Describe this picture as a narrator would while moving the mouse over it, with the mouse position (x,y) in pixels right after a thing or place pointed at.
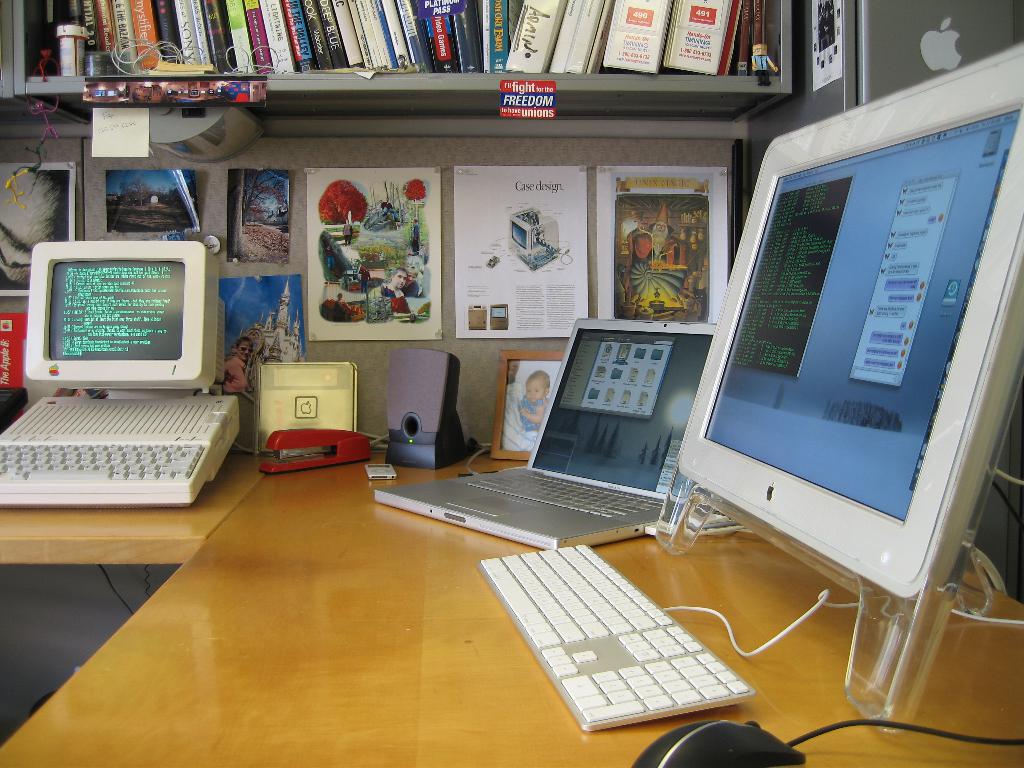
In the picture there is a rack (399,87) full of books (199,12). On the table (633,568) there monitor (791,186), laptop (646,490) and few other things (606,571). on the wall (362,389) there are paintings (469,212).
